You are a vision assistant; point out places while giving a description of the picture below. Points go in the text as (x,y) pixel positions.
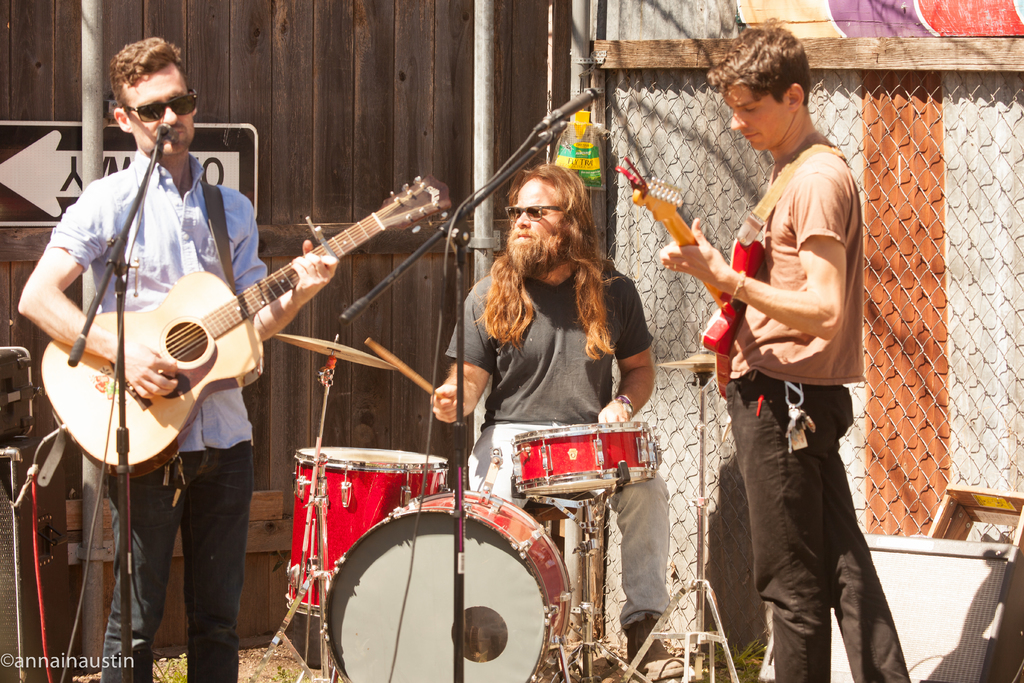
In this picture we can see three persons (609,398). These two are playing guitars (184,343) and he is playing drums (589,538). On the background (487,146) there is a pole (487,118).
